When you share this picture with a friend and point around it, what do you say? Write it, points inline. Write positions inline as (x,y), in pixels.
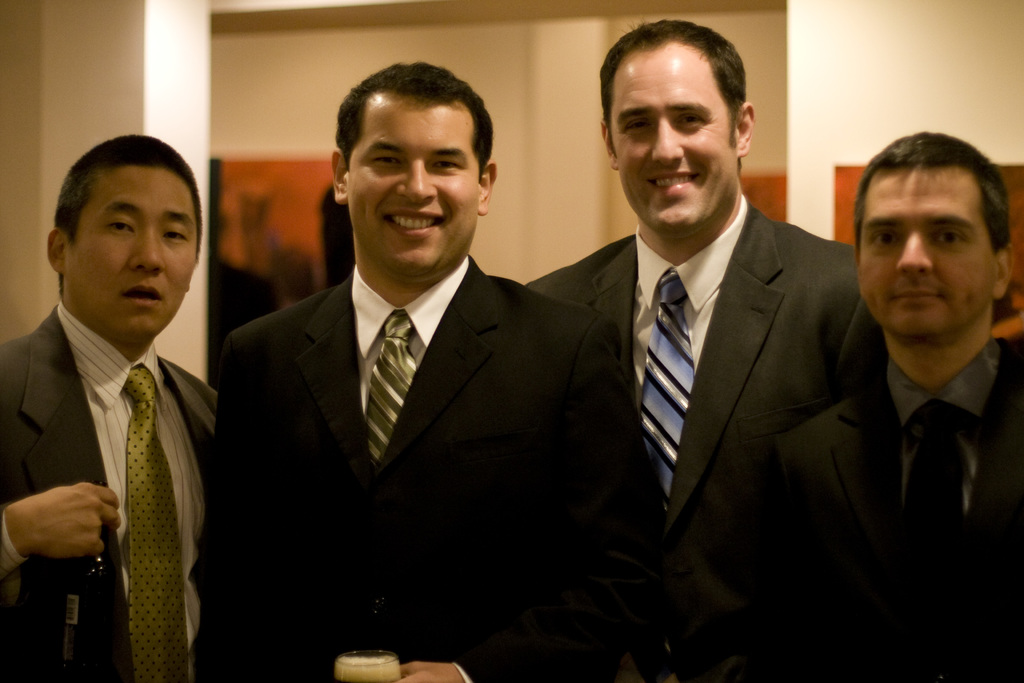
In this picture we can see four persons (773,475) standing all are in suits (808,577). In the middle (387,271) these two are smiling. And on the left side (148,639) the person (134,188) hold a bottle (112,656) in his hand (97,505). And he hold a glass (348,666) with his hand (402,673). And on the background (536,108) there is a wall (536,56). This is the frame (292,224). And this is the pillar (178,66).
